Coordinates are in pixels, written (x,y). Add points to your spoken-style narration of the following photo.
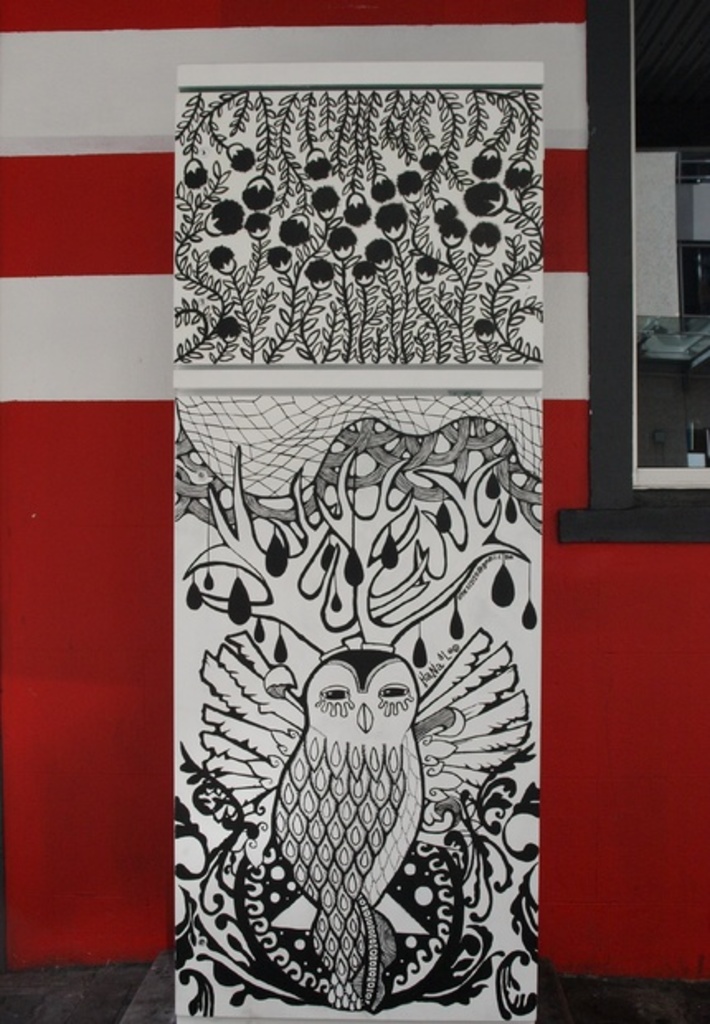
In this image there is an art (458,436), in the background (26,287) there is a wall (553,566), for that wall (605,601) there is a window (662,410).
